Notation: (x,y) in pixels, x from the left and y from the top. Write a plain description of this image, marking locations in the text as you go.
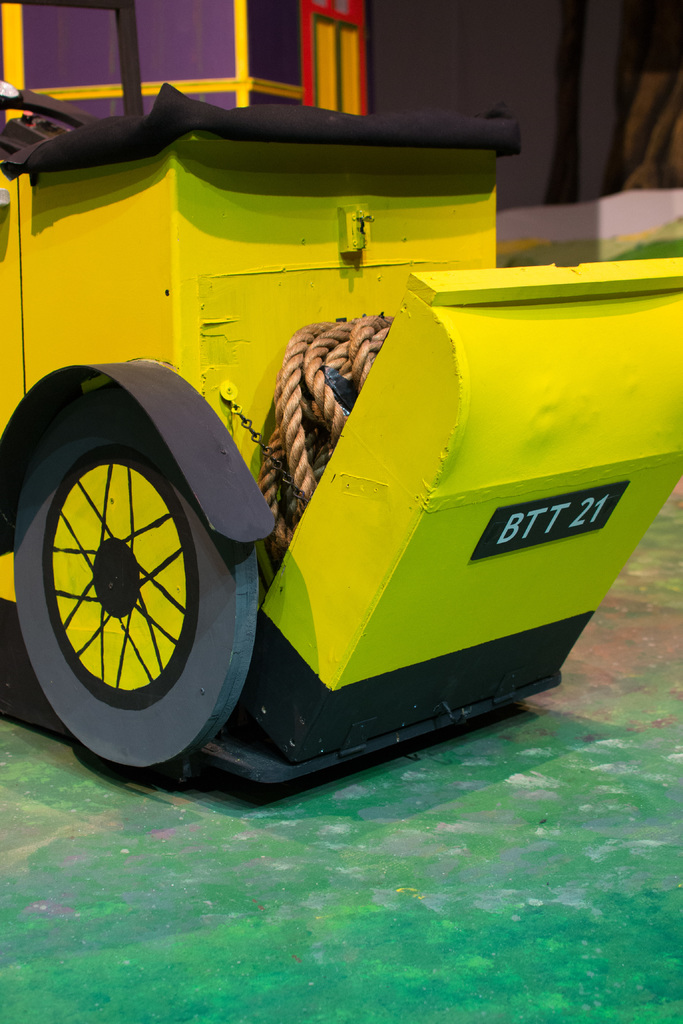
Here we can see a metal object (256,353) and there is a rope (339,322) on it and we can see a wheel (140,591) and it is on the floor (623,753). In the background (216,83) there are objects (169,76) and wall (520,223).
